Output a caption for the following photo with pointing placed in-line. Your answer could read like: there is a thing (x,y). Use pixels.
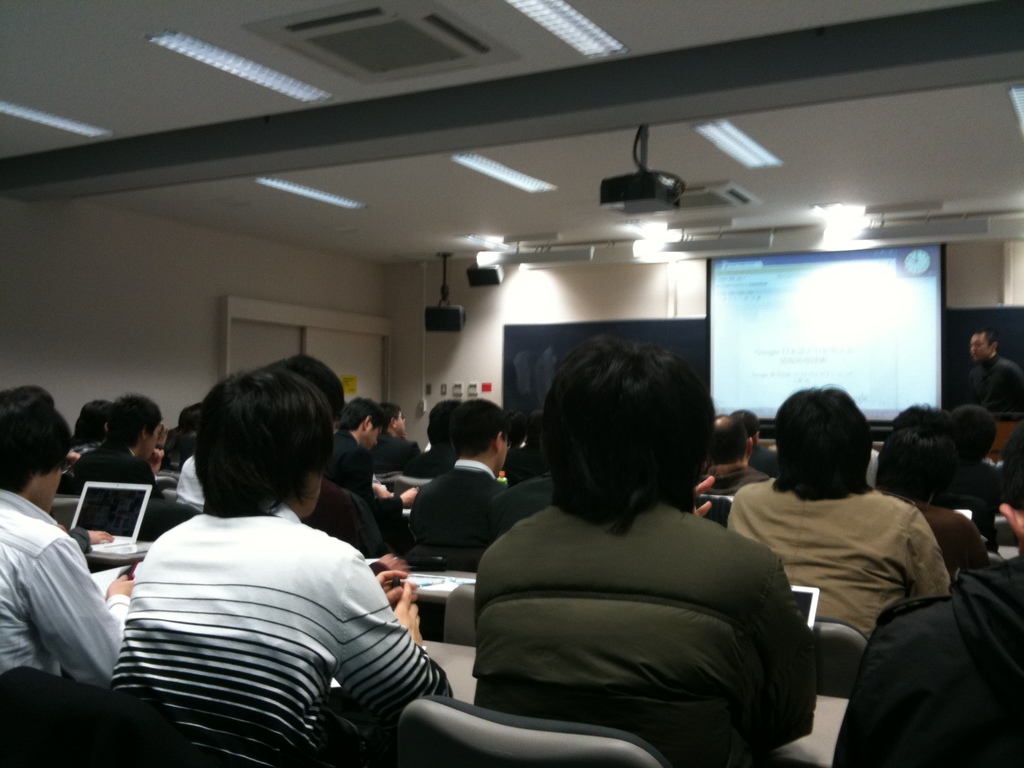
In this image I can see number of people (229,488) are sitting on chairs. I can also see tables (466,654) in the front of them and on it I can see few laptops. In the background (919,358) I can see a projector screen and few black colour things (563,338). On the top side of this image (572,255) I can see a projector machine (643,190) and number of lights (260,64) on the ceiling (229,27). I can also see a man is standing on the right side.
